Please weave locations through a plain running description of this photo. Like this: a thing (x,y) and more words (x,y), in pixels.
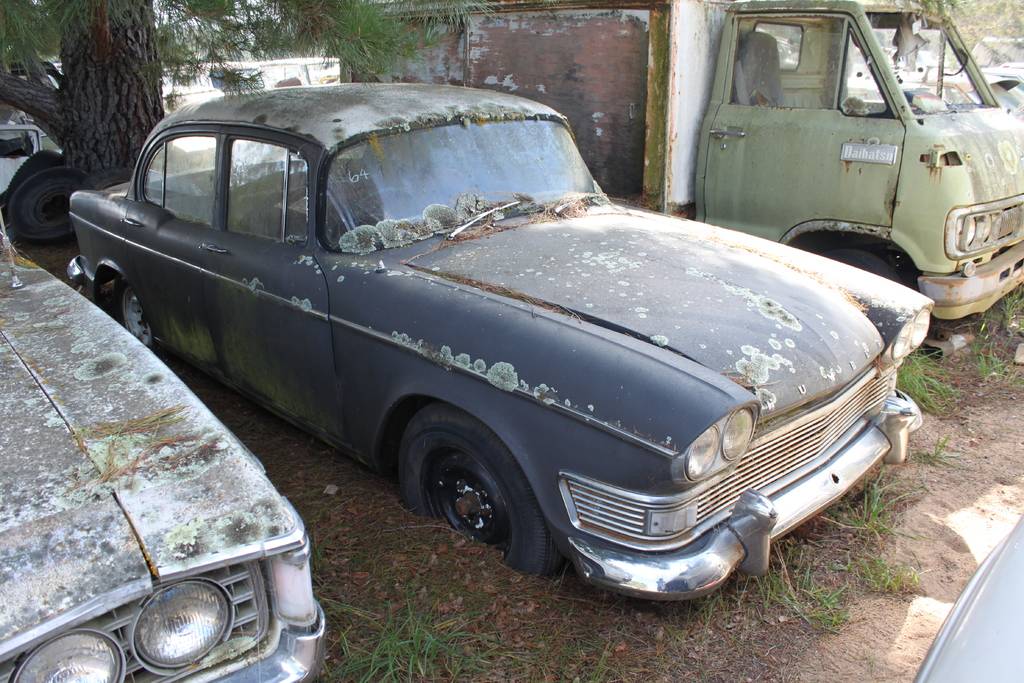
In this image, we can see few vehicles (618,255). At the bottom (353,509), we can see the ground (828,664), grass (540,654) and dry leaves (530,614). On the left side (136,97) top of the image (134,93), we can see the tree trunk (92,103).
